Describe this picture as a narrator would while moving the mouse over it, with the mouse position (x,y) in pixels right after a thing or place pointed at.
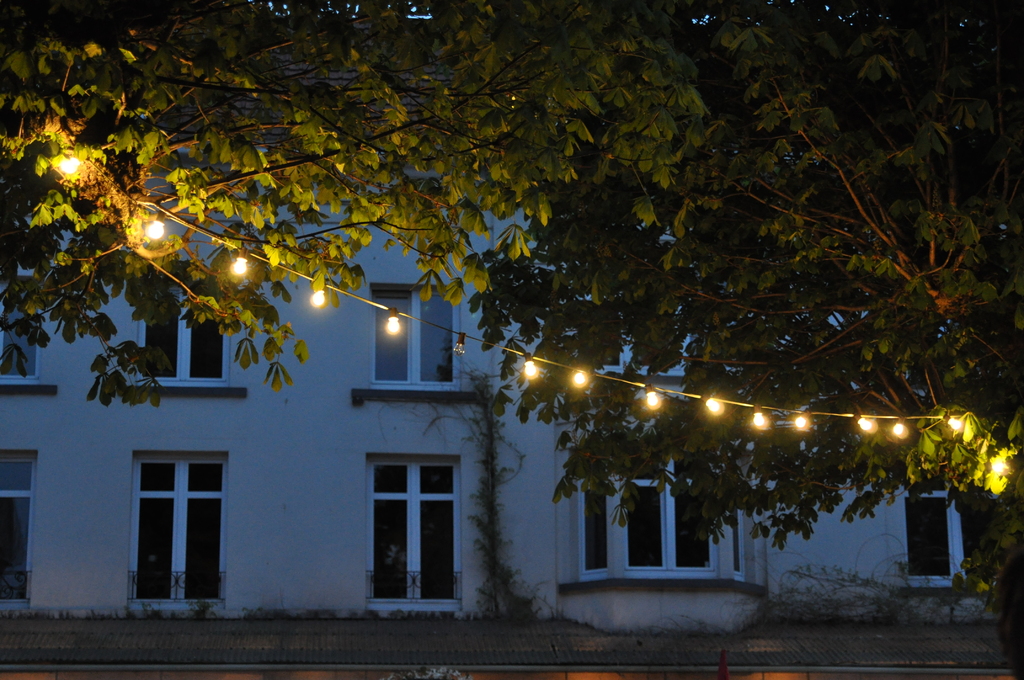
In this image we can see a tree (622,170) and lights (458,336) are attached to the tree (599,316). Behind building (344,447) is there with glass windows (388,488).
